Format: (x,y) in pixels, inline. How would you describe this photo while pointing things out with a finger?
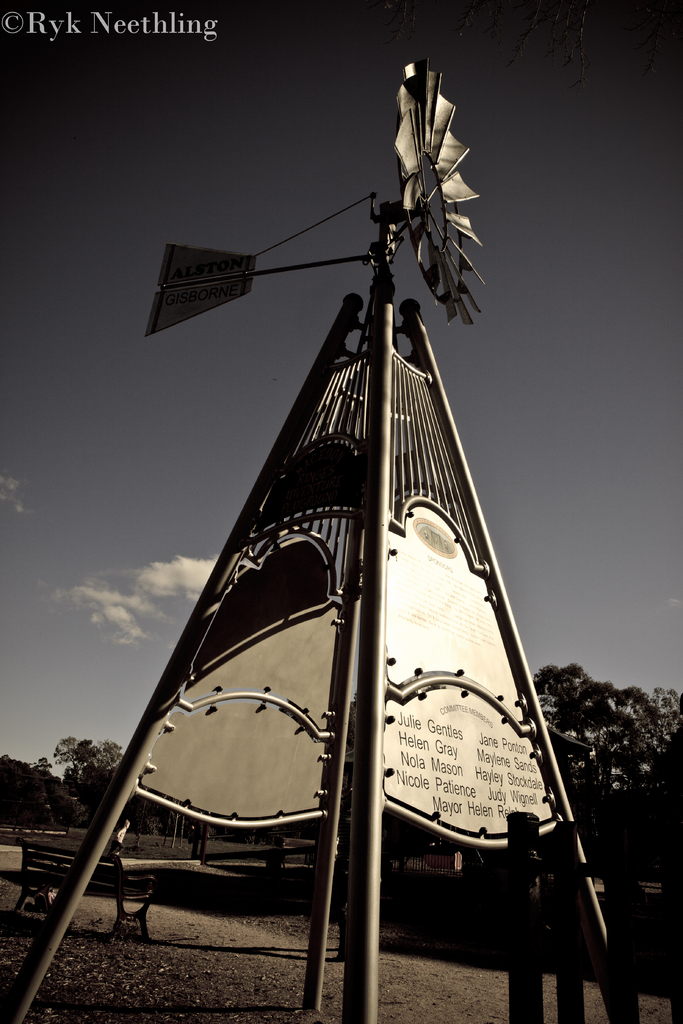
This image is taken outdoors. At the top of the image (238,108) there is the sky (140,566) with clouds (134,579). In the background (96,778) there are a few trees (599,706). There are a few poles (335,845). There is a fence (624,868). There is an empty bench (114,876). In the middle of the image (331,513) there is an architecture (313,584) with iron bars (351,573) and grills (360,373). There are two boards (432,718) with text (458,789) on them. There is an object (421,202), it seems to be a fan (437,289). At the bottom of the image (189,958) there is a ground (250,950).
